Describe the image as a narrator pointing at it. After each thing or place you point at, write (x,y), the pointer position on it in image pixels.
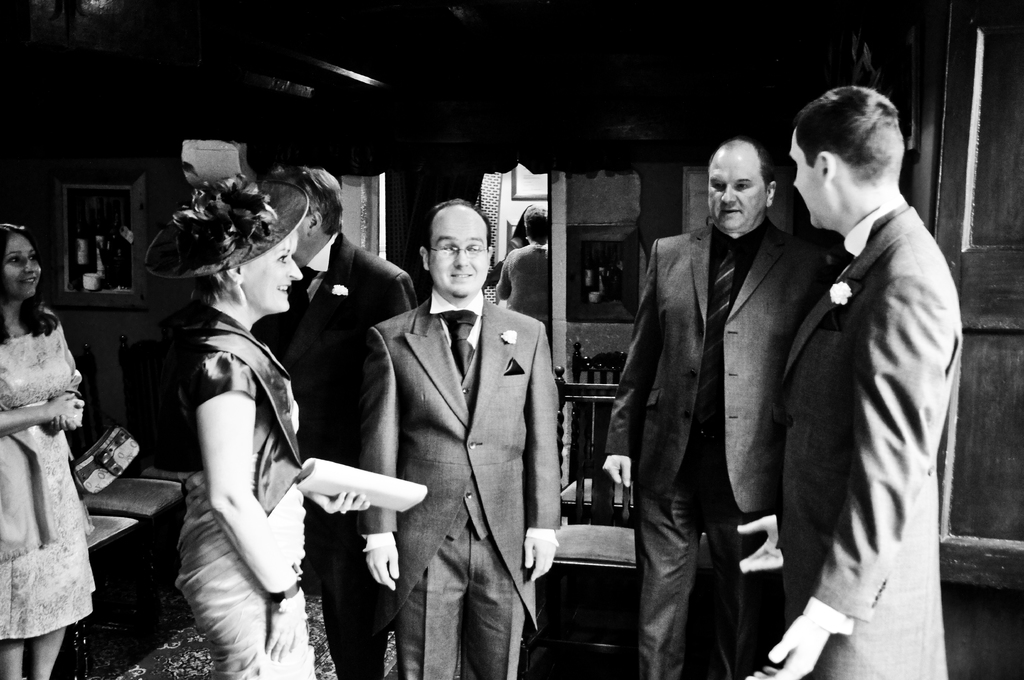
Black and white picture. In this picture we can see people (185,561) and chairs (117,491). Pictures (104,240) are on the wall (150,235). Far we can see one person (516,282) is standing. Backside of this person (903,470) there is a door (1002,325).
